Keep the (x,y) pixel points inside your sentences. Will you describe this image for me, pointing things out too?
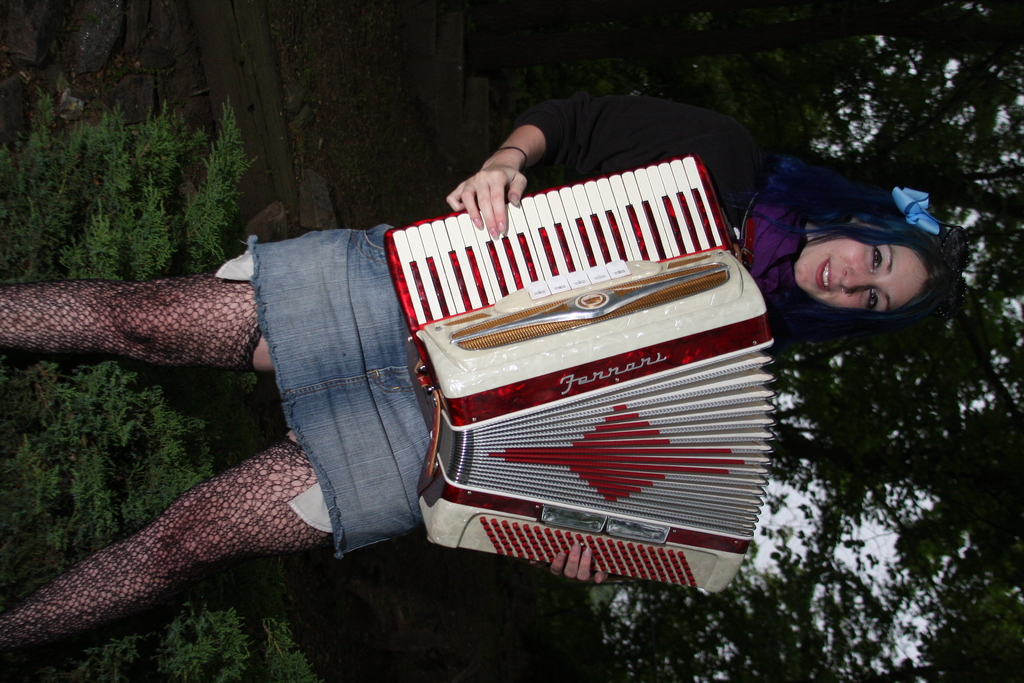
In the center of the image (504,324) a lady (829,209) is standing and holding a accordion (551,401). In the background of the image (912,373) trees (911,112) are there. At the bottom of the image (72,477) plants (75,485) are present. In the middle of the image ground (354,145) is there.
